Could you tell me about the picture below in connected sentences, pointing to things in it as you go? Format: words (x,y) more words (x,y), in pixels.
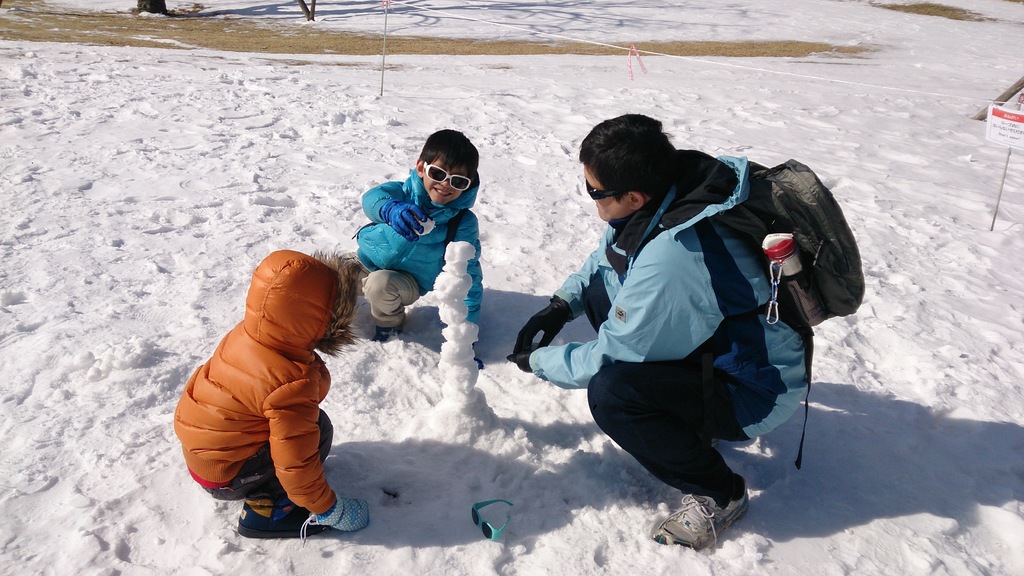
In the picture I can see a man (539,347) on the right side (740,385) wearing a jacket (665,251) and there is a bag (799,181) on his back (724,292). I can see two children (396,231) and they are playing with snow (415,315). I can see the goggles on the snow (858,89). There is a rope fence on the top right side (1023,97).
